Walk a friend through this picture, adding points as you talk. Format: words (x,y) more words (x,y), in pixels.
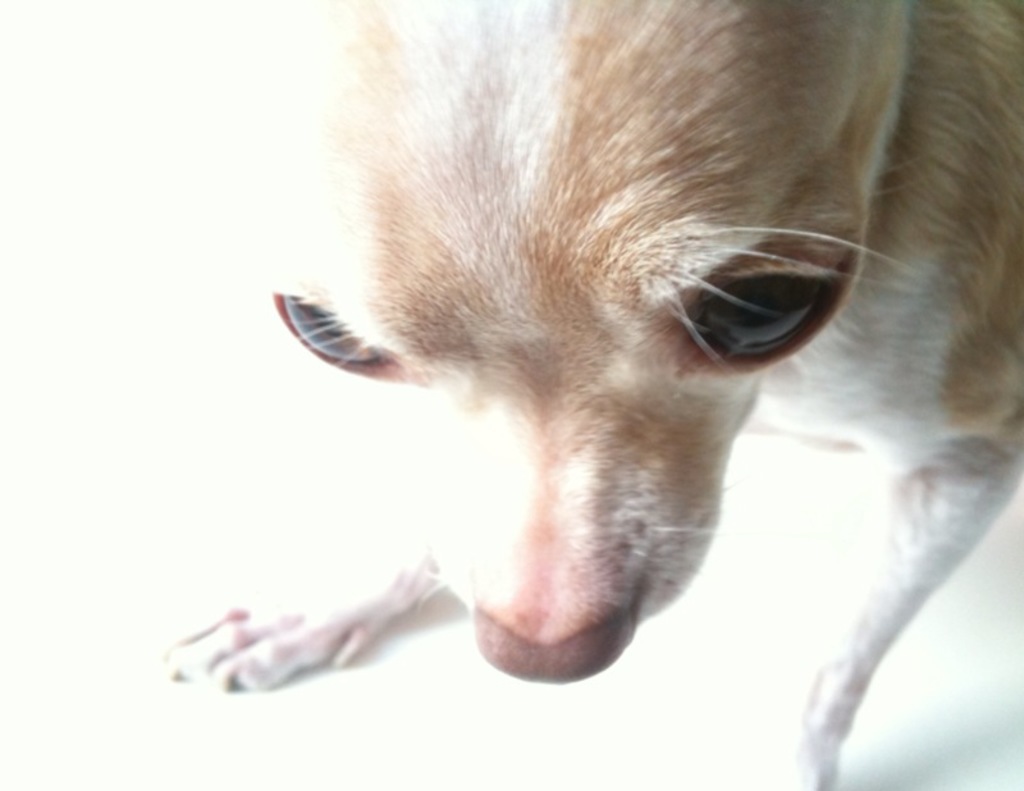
This is the picture of animal (598,53) with eyes (823,294), nose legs (325,628) and fur (816,787).
